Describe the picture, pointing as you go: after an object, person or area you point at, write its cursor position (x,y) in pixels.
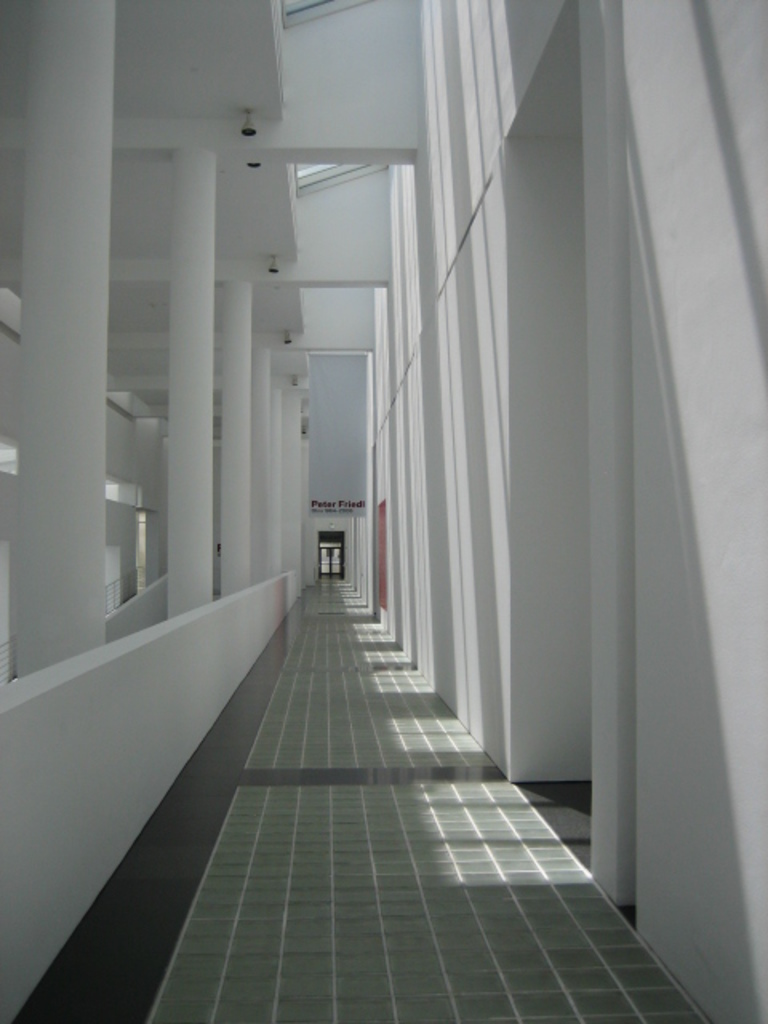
This image is clicked inside a building (383,479). In the middle (353,626) there are pillars (48,473), wall (432,496), floor (336,718), lights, roof (270,190). In the background (342,562) there is a room (329,565), text (353,511).
